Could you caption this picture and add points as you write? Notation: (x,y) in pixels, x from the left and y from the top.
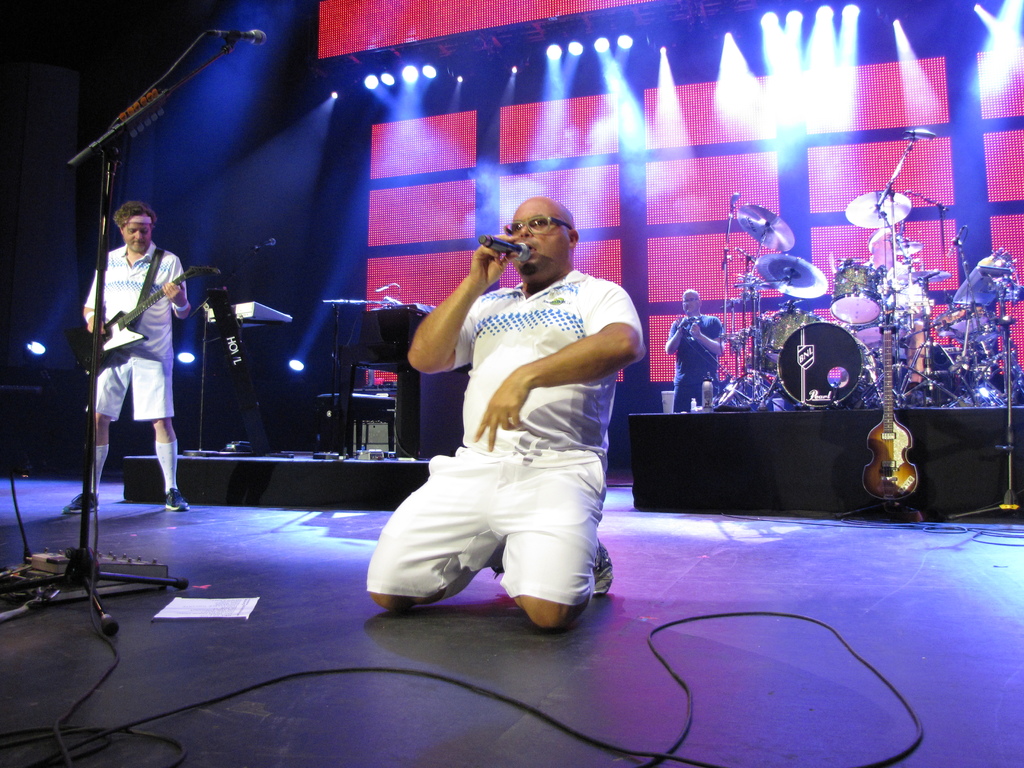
In this image i can see a person (560,429) kneeling down and holding a microphone (511,247) in his hand (488,256). In the background (149,209) there are another person (162,419) standing and holding musical instruments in their hands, and i can see few musical instruments (791,326), screens (672,187), microphones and few lights (387,80).
